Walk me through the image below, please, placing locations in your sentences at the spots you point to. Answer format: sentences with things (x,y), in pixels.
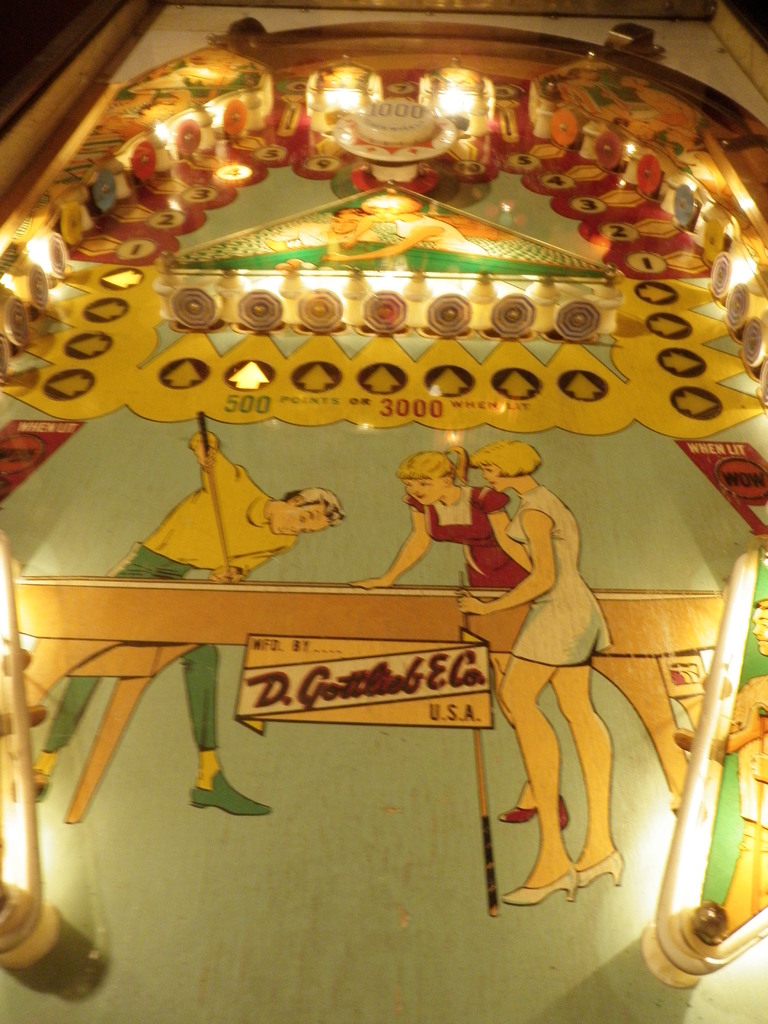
In this picture there are few persons (367,587) standing around the table (357,622) and there are few lights (498,291) and some other objects (554,277) above them.
